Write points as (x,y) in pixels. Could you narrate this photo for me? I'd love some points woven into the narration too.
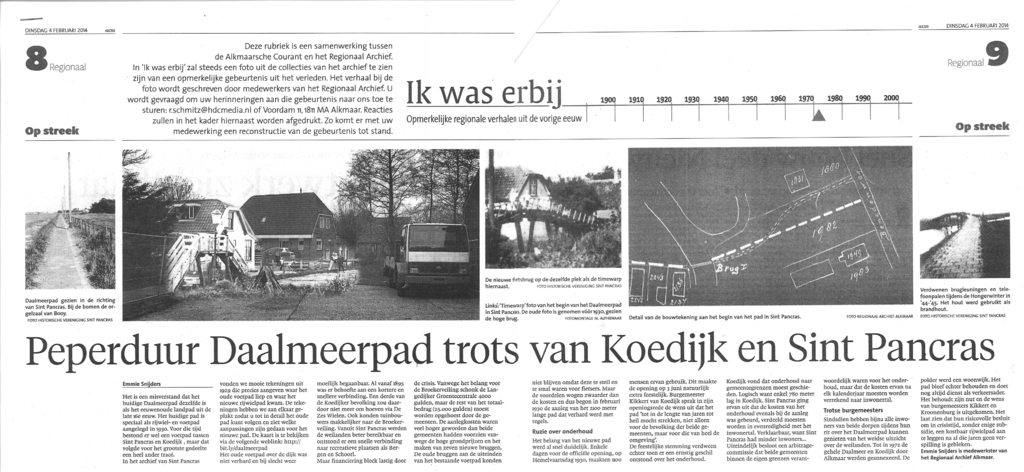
This image consists of a newspaper (370,260) with a text (348,387) and a few images (551,228) on it.
